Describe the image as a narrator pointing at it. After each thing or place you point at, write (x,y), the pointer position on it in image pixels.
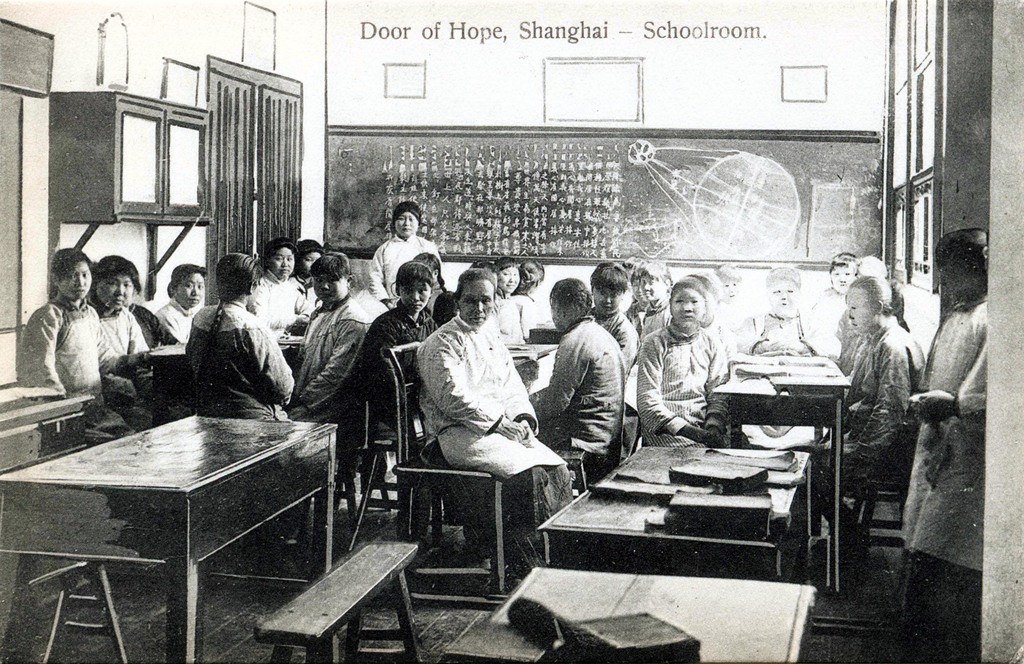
In this image there are a few people (430,393) sitting on the chairs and a few people (927,445) standing. In front of them there are tables (652,470). On top of it there are books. In the background of the image (578,206) there is a board (481,199) with some text (613,233) and drawing (718,211) on it. On the left side of the image (226,162) there is a closed door (281,150). On the left side of the image (105,204) there is a cupboard (143,161).
